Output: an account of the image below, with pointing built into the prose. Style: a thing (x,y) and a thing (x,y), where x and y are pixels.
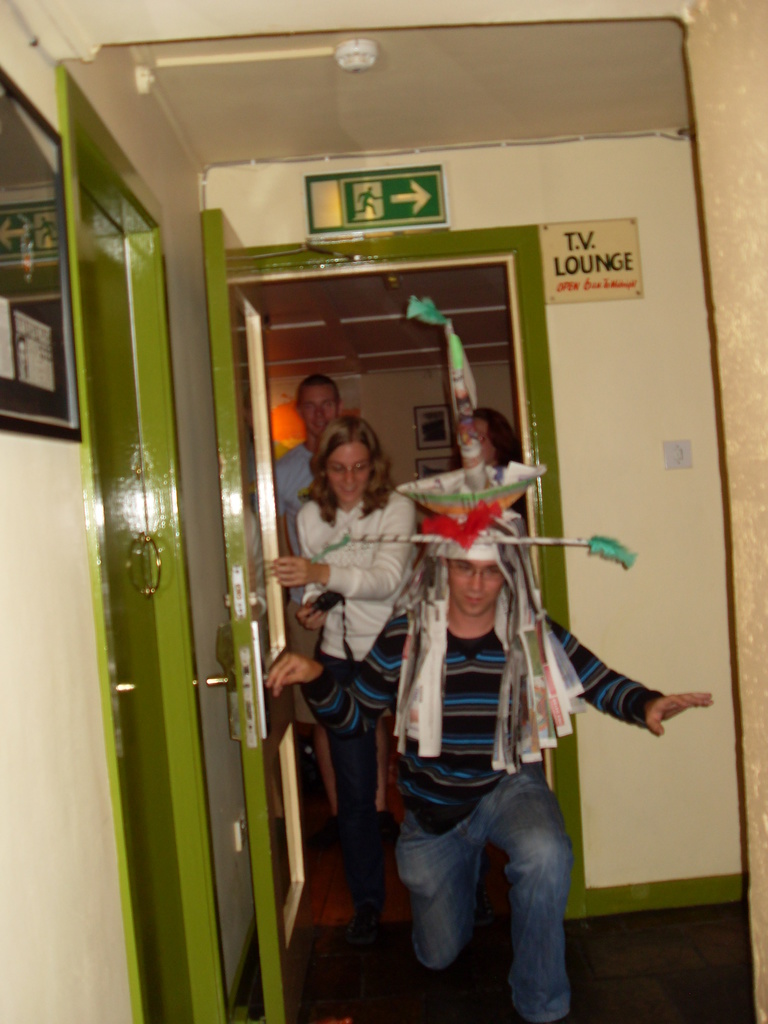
This image is taken in a room (332,943). In this image we can see some persons (418,565) on the floor (478,950). We can also see the green color doors (112,458), a mirror (24,191), sign board (395,173), text board (564,253) and also the frames (418,427) attached to the plain wall (381,430). Ceiling (481,125) is also visible in this image.
